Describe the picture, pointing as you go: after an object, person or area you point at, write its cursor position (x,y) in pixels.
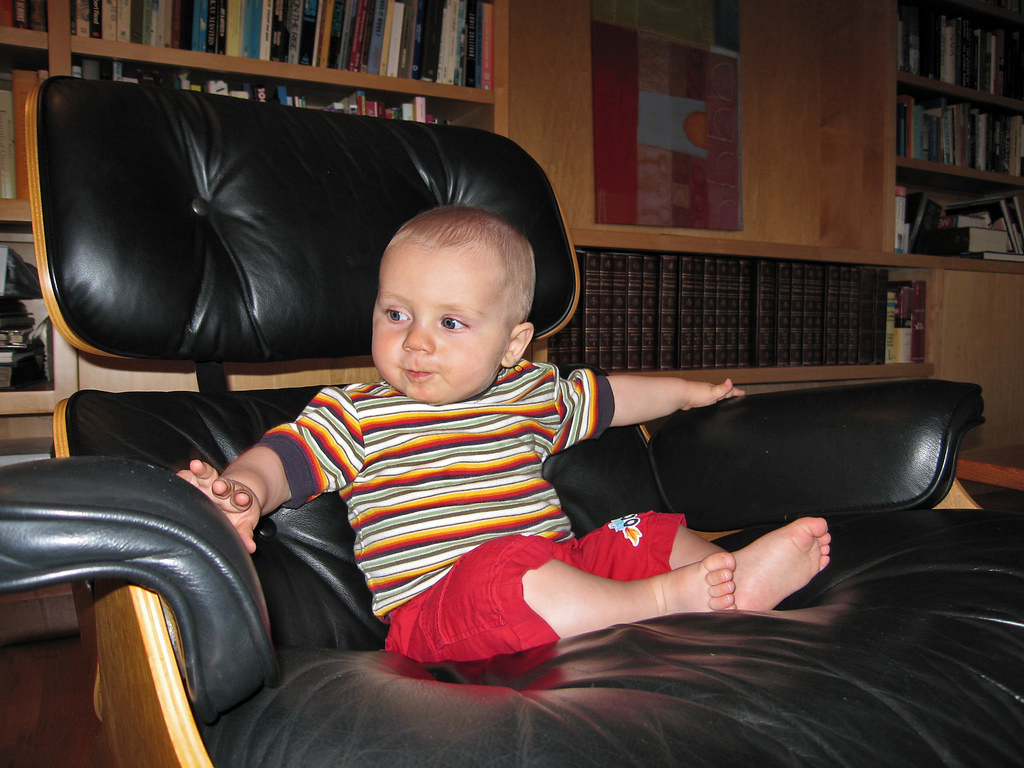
In the image, there is a black sofa chair (623,463) there was a baby (491,465) sitting on the chair (181,242), in the background (183,2) there are plenty of books (310,41) in the shelf (238,64), it is a wooden shelf (577,41).
